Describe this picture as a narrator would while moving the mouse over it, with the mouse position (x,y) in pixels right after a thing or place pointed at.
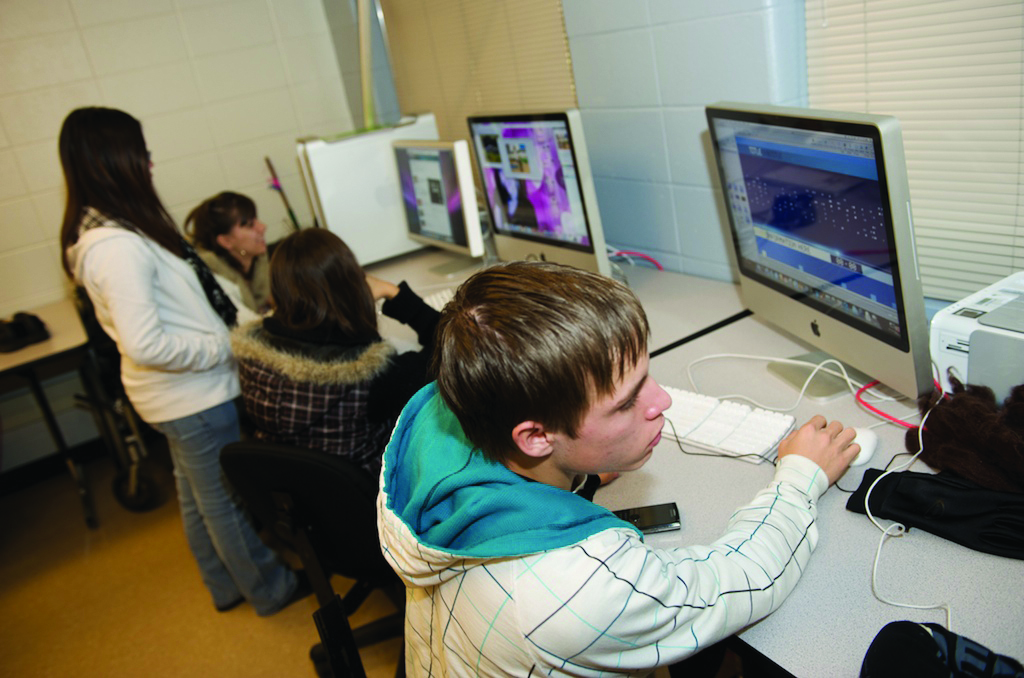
In this picture we can see there are three people (243,364) sitting and a person (191,357) is standing on the floor (185,560). In front of the people (413,398) there are tables (677,480) and on the tables (783,618) there are monitors (796,188), keyboards (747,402), mouse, cables (879,410) and some machines (959,344). Behind the monitor (572,251) there is a wall (646,70) and window shutters (438,130).
